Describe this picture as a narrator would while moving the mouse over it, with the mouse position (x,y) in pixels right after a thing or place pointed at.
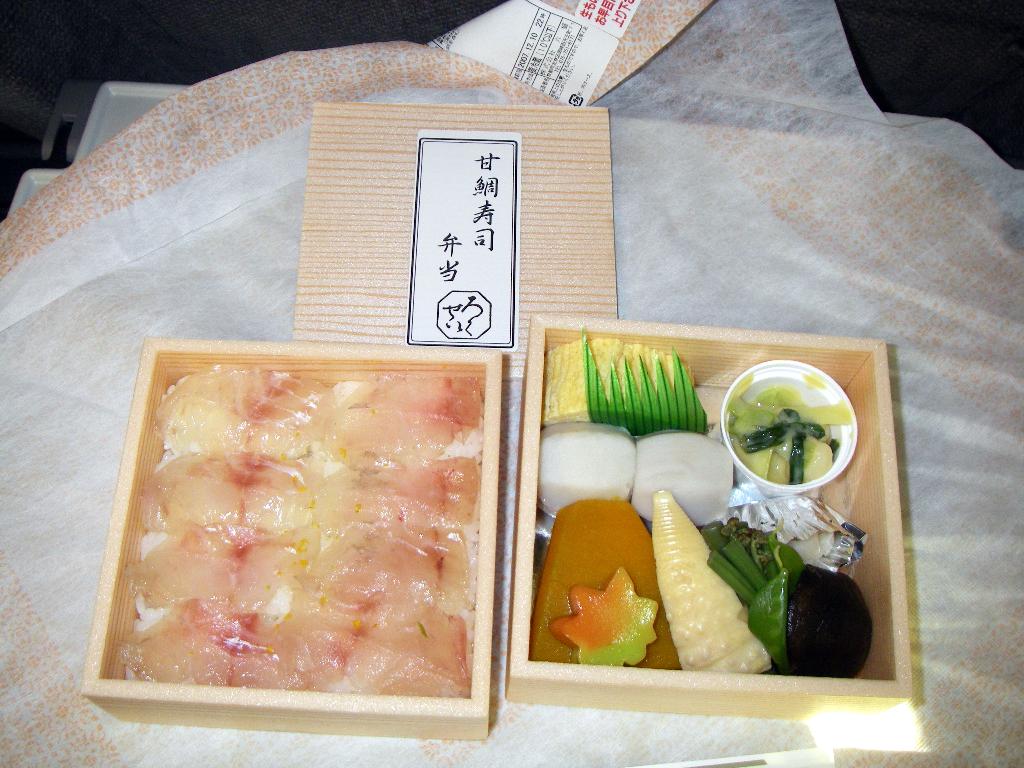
In the picture there are some food items (641,574) kept in two boxes (486,586) and under the food items (314,602) there is a cloth (59,761).
